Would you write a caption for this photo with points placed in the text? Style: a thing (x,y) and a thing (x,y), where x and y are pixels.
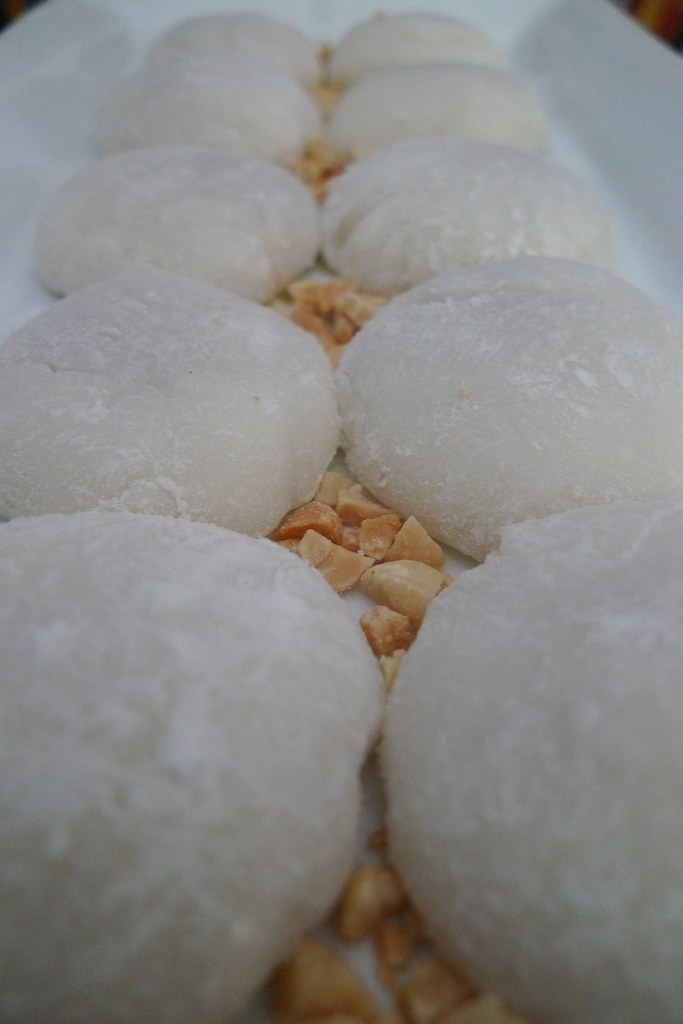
In this image we can see food items (170,434) in a plate (641,166).
